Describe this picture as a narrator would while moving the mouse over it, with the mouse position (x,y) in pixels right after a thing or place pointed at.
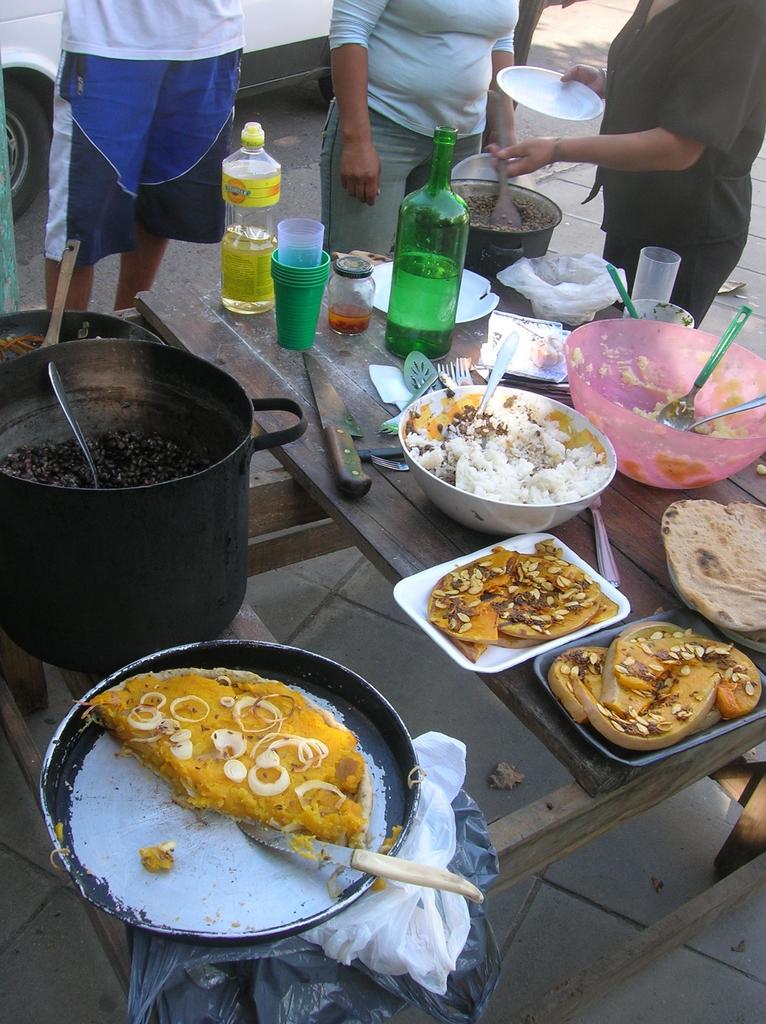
In this image there are so many food items (437,422) are arranged on the wooden table (373,406) and there are a few bottles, knife (342,404), spoons (502,348) and other objects (378,367) are placed, in front of the table (329,356) there are a few people (725,130) standing, one of them is holding a plate (576,90) in one hand (579,75) and spoon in the other hand (554,154), behind them there is a vehicle (59,13).
